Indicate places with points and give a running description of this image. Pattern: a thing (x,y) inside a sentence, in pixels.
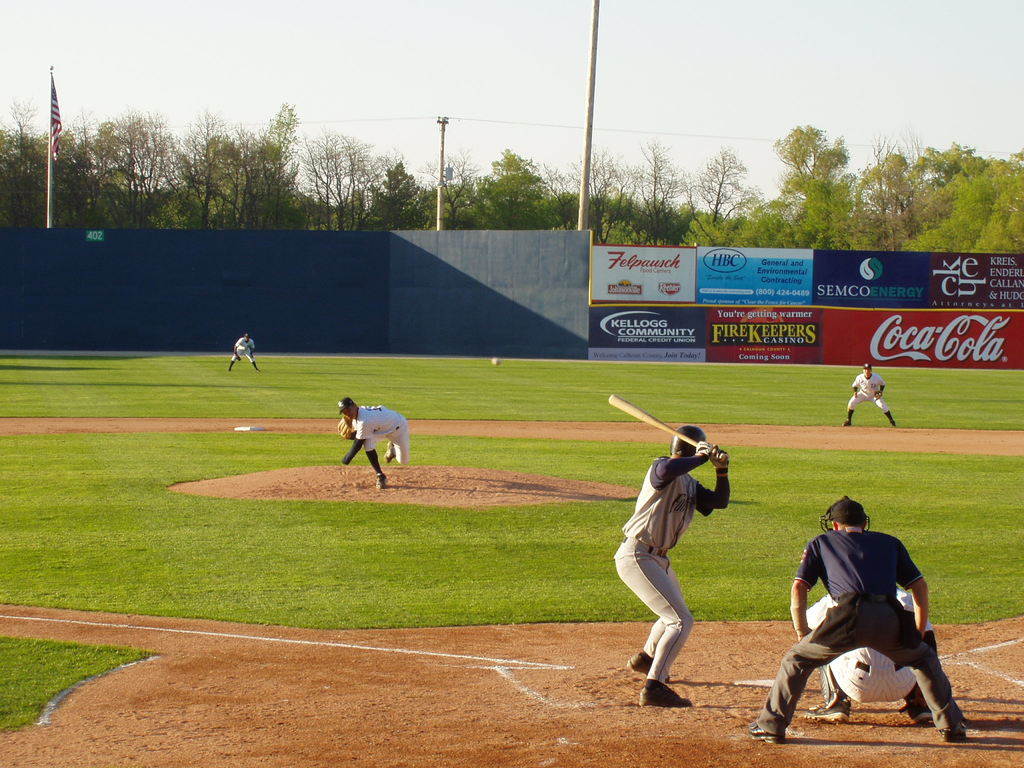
In this image, on the right (838,595) there are three people (861,609). In the middle (669,475) there is a man (651,486), he is holding a bat (649,419). On the left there is a man (370,409), he is throwing a ball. In the background (388,359) there is a person (242,340), grass (358,370), posters (742,300), text (717,300), trees (406,174), poles (51,194), flag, sky (407,142).
